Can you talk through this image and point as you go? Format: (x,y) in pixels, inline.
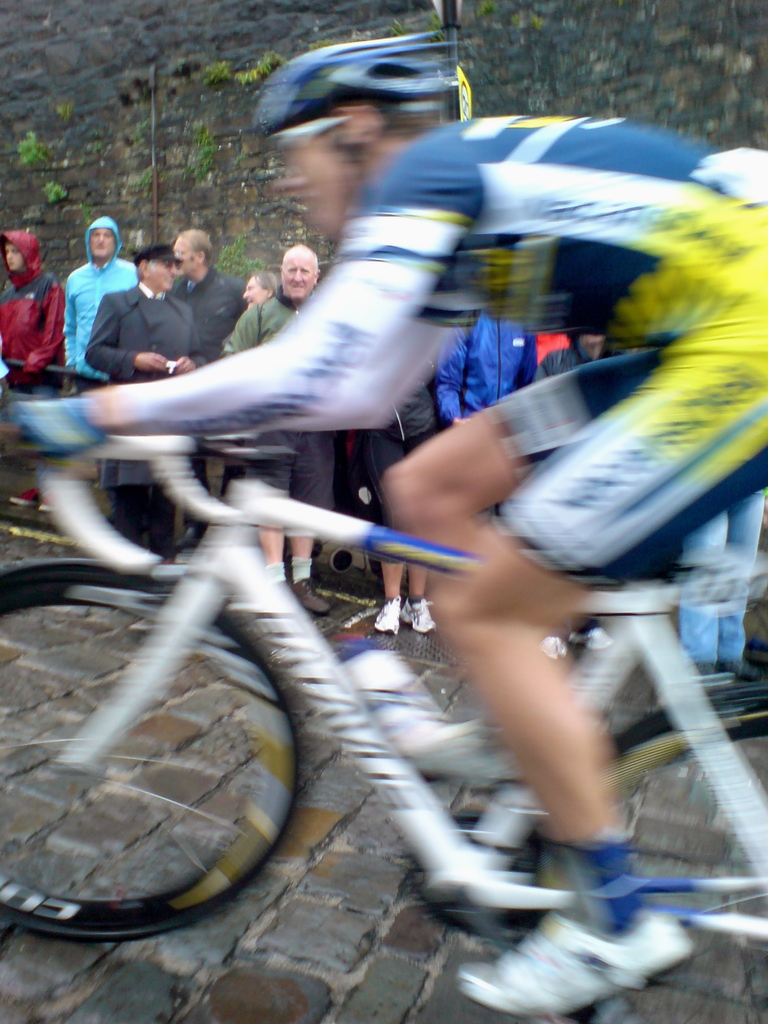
In this image the person (245,365) is riding a bike (226,546) it's a bicycle (209,611) wearing a helmet (337,80), goggles (319,126) in the white and blue t shirt (563,163) and short (594,512) with white shoes (604,942) and socks (598,858) on. In the background (44,295) there are couple of persons (28,292) standing and watching wearing jackets (112,285) blue colored jackets (109,276) and maroon colored jackets (47,317) some are in blazers (166,321) and sweat shirt (253,313) and in the back ground (148,33) there is a stone wall (150,43).
